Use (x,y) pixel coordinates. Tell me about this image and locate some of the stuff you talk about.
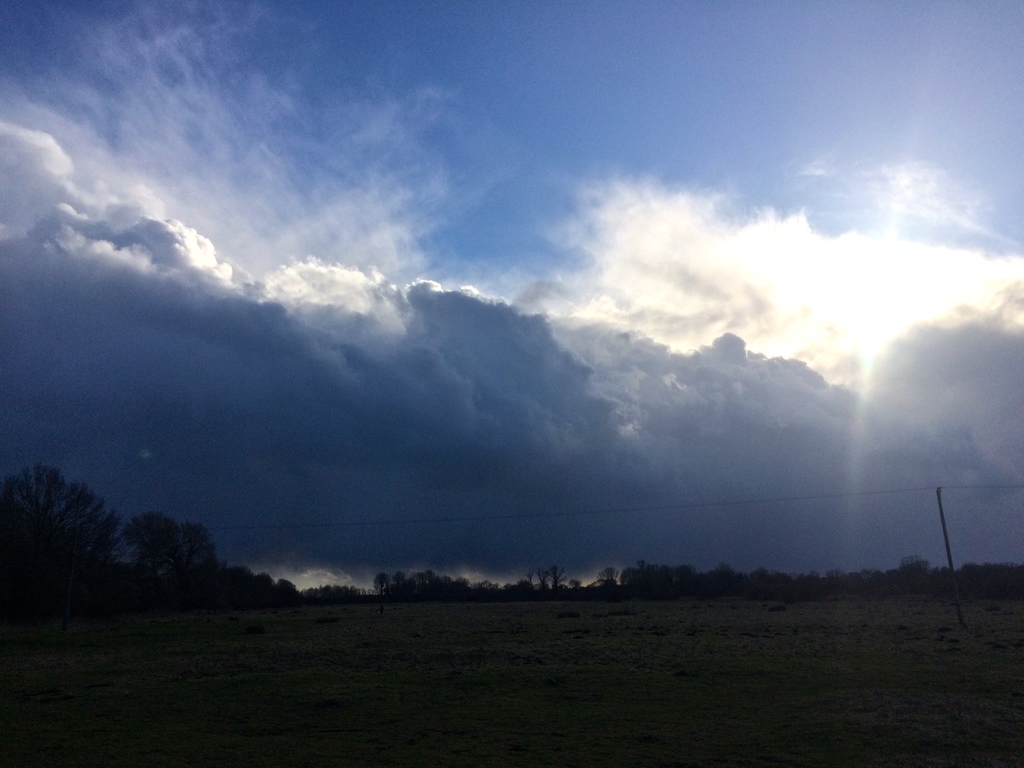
In this image, we can see trees (585,589) and there are poles (939,502). At the top (582,220), there are clouds (479,408) in the sky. At the bottom (475,676), there is ground (432,702).
